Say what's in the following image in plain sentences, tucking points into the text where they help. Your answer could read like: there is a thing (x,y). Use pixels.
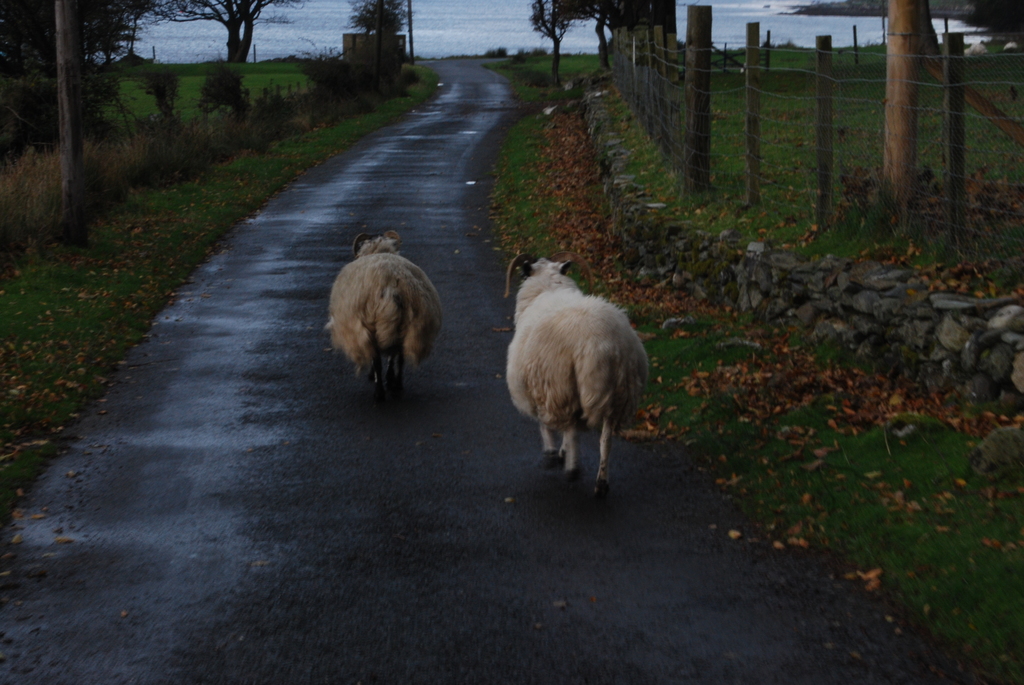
This is an outside view. In the middle of the image (374,314) there are two animals (410,319) walking on the road (263,401) towards the back side (539,369). On both sides of the road (367,199) I can see the grass (111,252), few plants (275,114) and poles (64,181). In the background (104,57) there are some trees (117,32). At the top of the image (488,27) it seems to be the water (459,26).
